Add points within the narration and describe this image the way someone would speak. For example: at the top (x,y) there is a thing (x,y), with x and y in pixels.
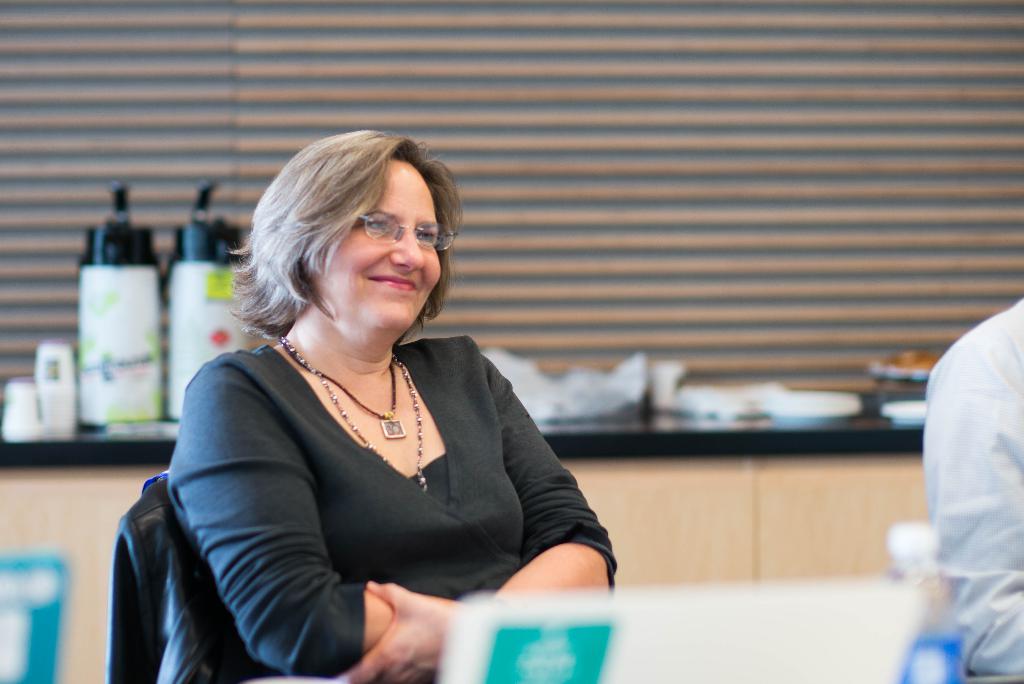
In the image in the center (519,419), we can see one woman (340,575) sitting on the chair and she is smiling. In front of her, there is a laptop (777,631) and a water bottle (957,647). In the background (753,544) there is a wall (147,213), window blinds (534,175), flasks (206,333), cupboards (739,507) and a few other objects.
